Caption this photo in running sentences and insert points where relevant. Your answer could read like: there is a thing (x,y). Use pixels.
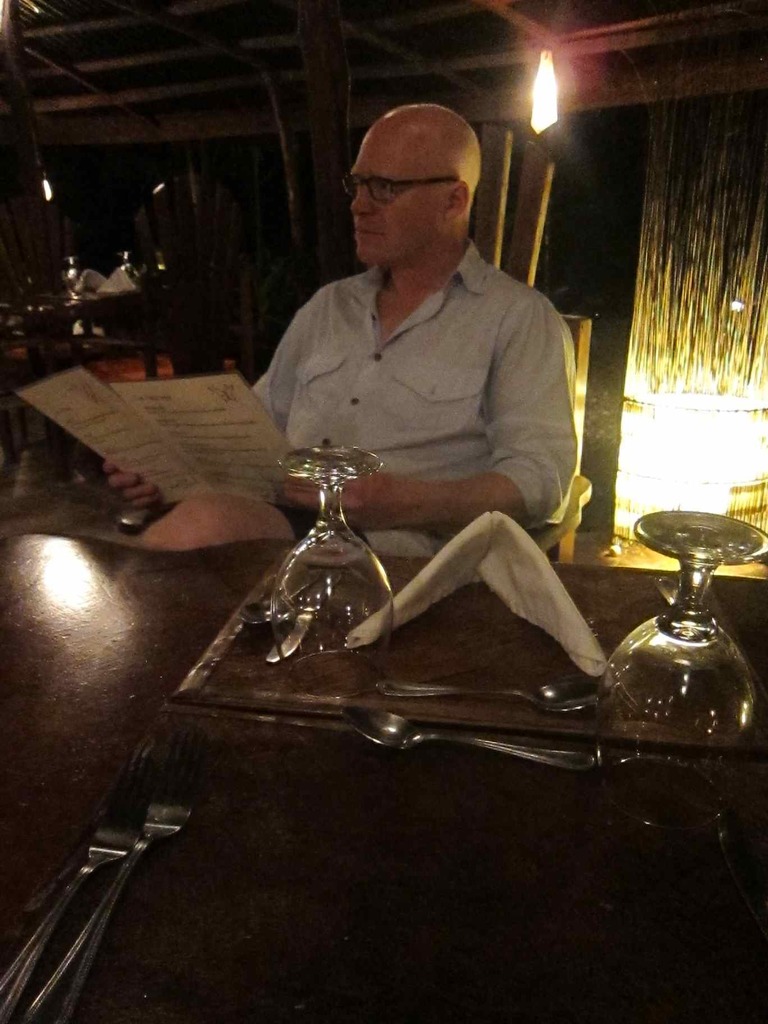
In this image I can see a person (457,420) wearing white colored shirt (474,405) is sitting on a chair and holding few papers (215,444) in his hands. I can see a table (185,646) in front of him and on the table (107,617) I can see few spoons (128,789), a tissue paper (487,545) and two glasses (342,549). In the background (259,1) I can see the wall (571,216), the ceiling (283,36), a light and few other objects (26,220).
